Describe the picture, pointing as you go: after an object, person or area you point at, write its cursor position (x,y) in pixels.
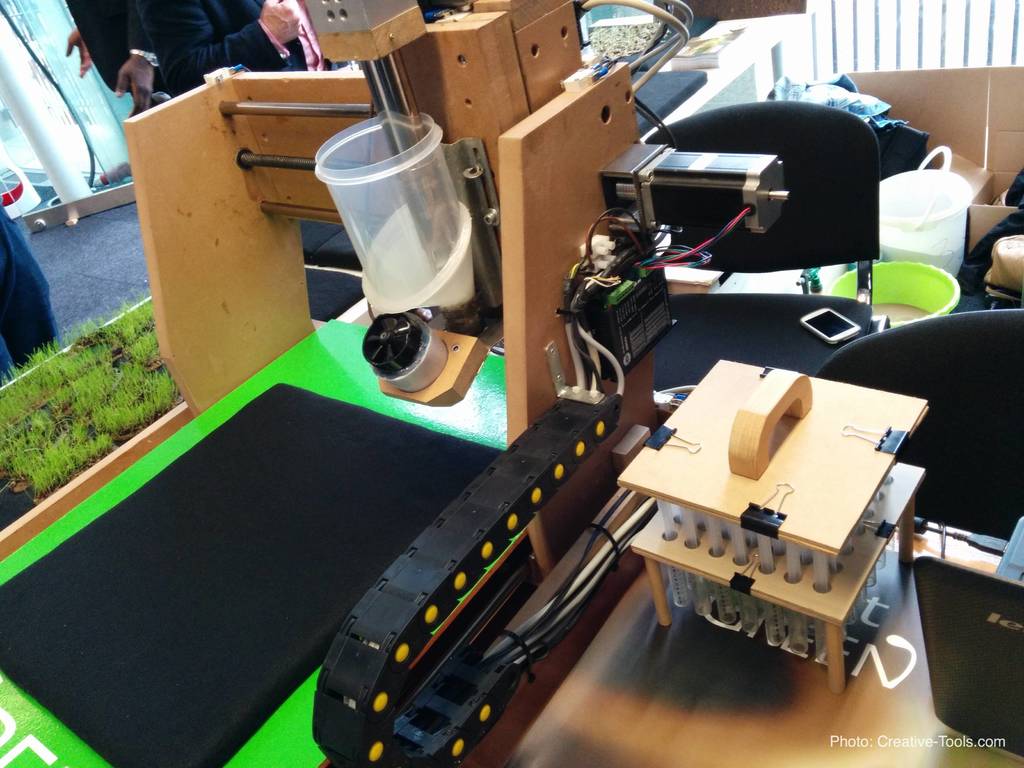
There is a wooden table (714,688), on which, there is a machine (600,320), laptop (965,613), grass (66,425) on the mud (108,449), which is on a tray (68,484) and other objects (234,448), near chairs (923,335). In the background (838,339), there is a mobile (844,325) on a chair (790,313), there is a white color bucket (945,226), there are persons (128,15) standing on the floor (59,258) and there are other objects (1007,71).
